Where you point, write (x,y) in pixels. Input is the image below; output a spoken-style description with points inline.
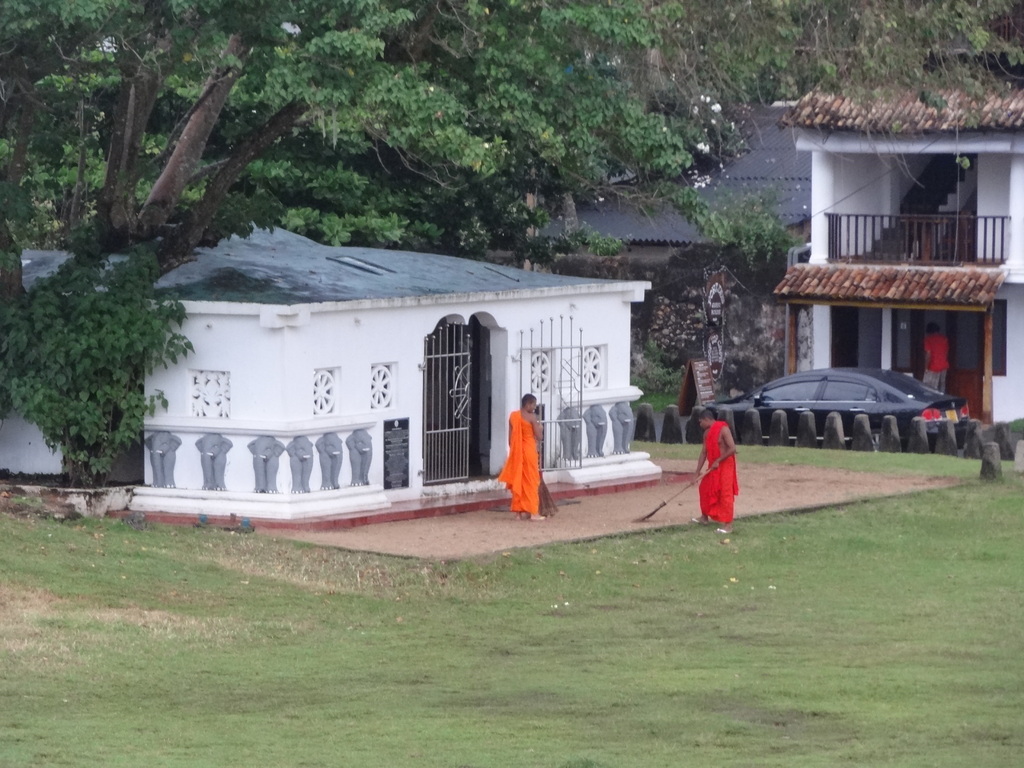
In this image there is a small house (415,398) in the middle (398,421). In front of the house (561,478) there are two persons (717,506) who are sweeping the floor (514,531). On the left side (124,171) top there are trees (307,102). On the right side (971,216) there is a building (964,264). In front of the building (865,362) there is a black colour car (870,382). There is a person (945,359) near the entrance (950,347). On the ground (720,650) there is grass (795,647).
